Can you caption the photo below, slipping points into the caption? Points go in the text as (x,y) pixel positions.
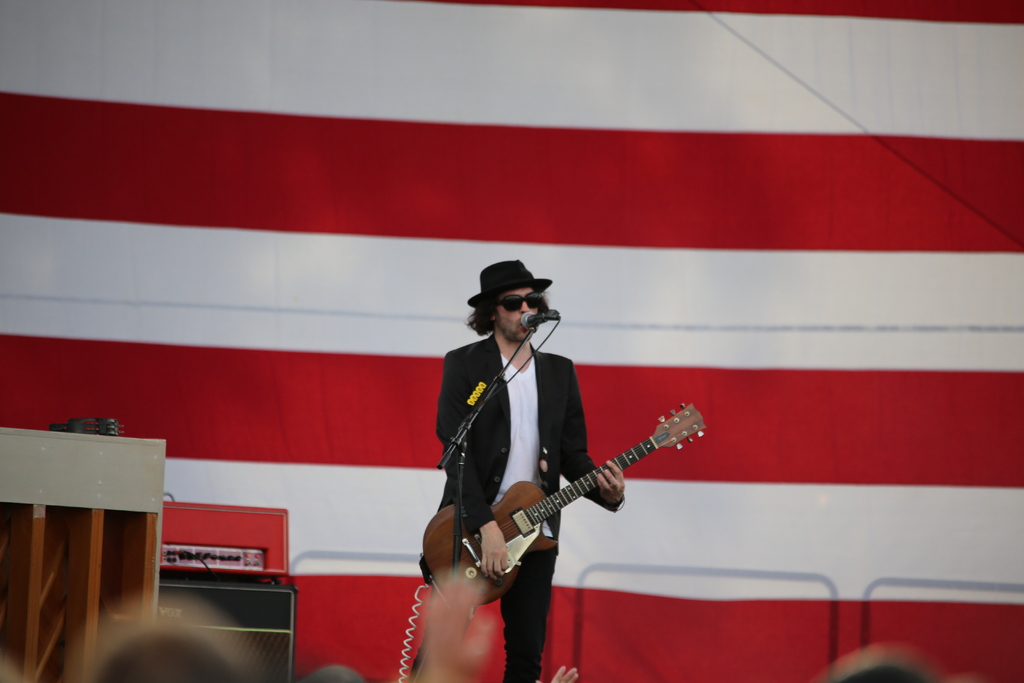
In this picture we can see a man (486,351) who is standing in front of mike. He is playing guitar (505,578) and he has goggles (505,305). On the background (423,260) there is a cloth (718,323) and this is table (81,507).
